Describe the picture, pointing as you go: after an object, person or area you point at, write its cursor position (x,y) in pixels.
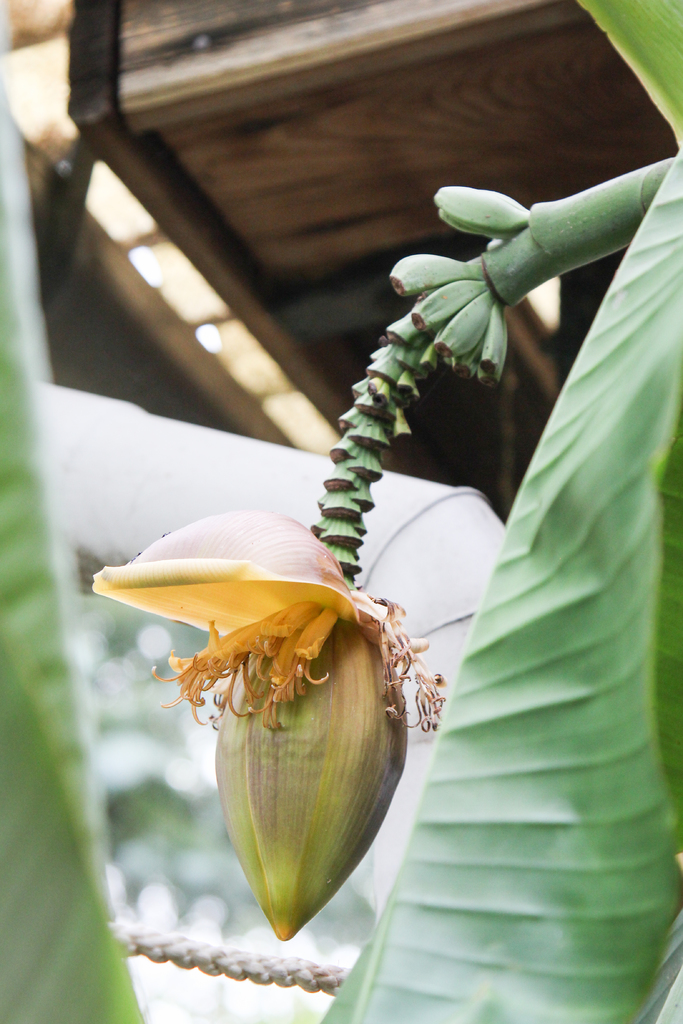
In this image we can see banana flower (342,781), bananas (457,274), leaves (589,479) and a shed (357,225).
